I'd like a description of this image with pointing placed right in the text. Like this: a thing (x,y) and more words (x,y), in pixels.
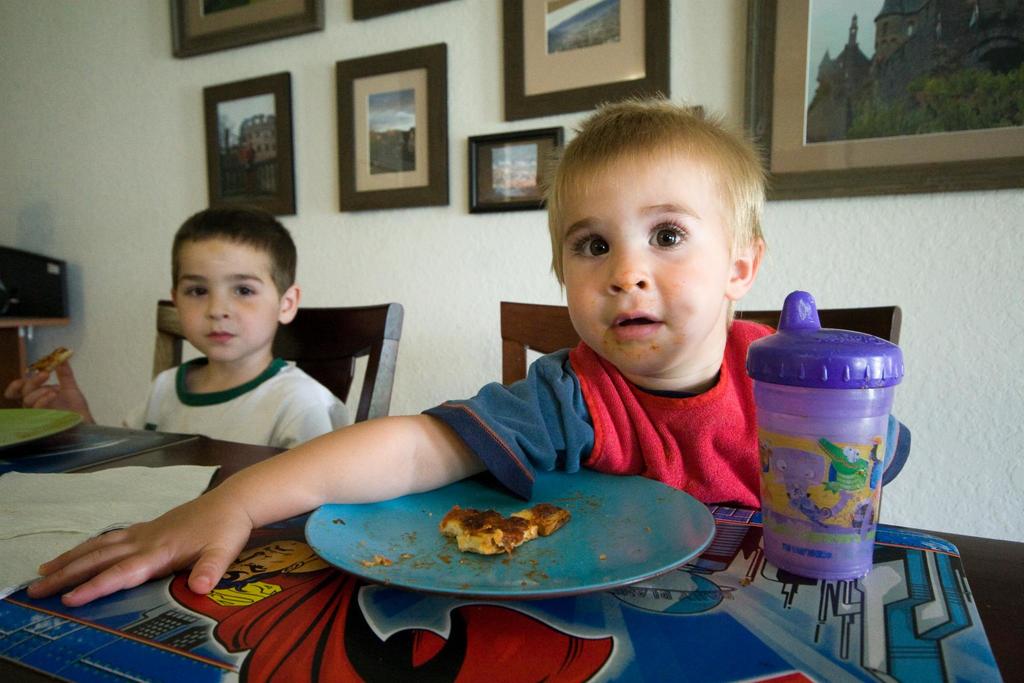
In this image we can see two children (642,357) are sitting on the chairs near the table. There are plate (615,546) with food (460,540) and bottle (833,489) on the table (831,580). In the background (944,192) we can see photo frames (805,12) on the wall (314,207).
